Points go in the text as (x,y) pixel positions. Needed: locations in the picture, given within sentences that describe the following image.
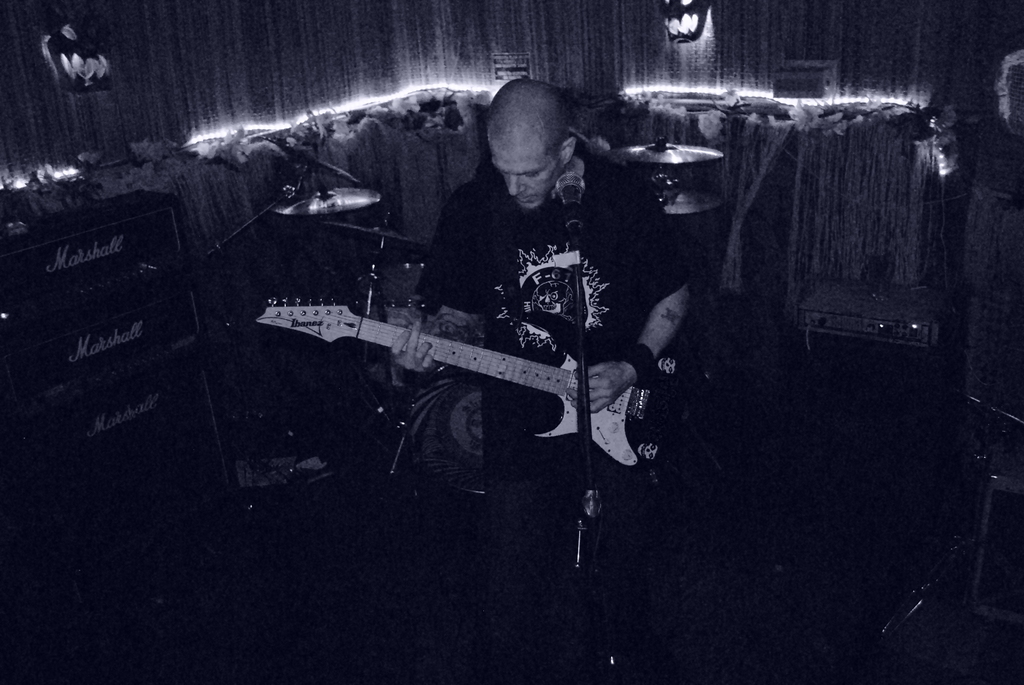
In the center of the image (660,333) there is a man (566,524) holding a guitar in his hand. There is a mic (575,227) before him. In the background (382,287) there is a drum kit (368,289). On the left side of a image there is a speaker (143,420).
